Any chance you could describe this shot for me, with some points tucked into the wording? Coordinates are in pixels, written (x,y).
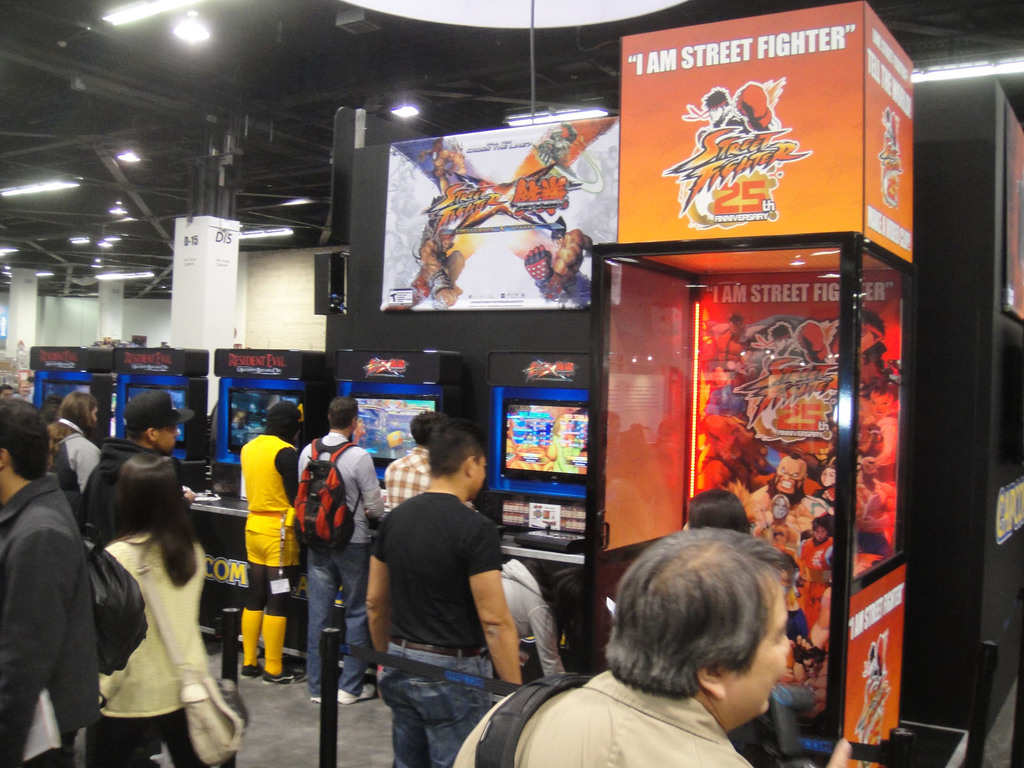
In this image there are a group of people (363,615) standing, and some of them are wearing bags (320,463). And in the background (369,411) there are some monitors (527,425) and some boards (637,210), on the boards (694,232) there is text (769,373) and pillars (217,268) and some other objects (651,314). At the top (179,83) there is ceiling (242,97) and some lights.
